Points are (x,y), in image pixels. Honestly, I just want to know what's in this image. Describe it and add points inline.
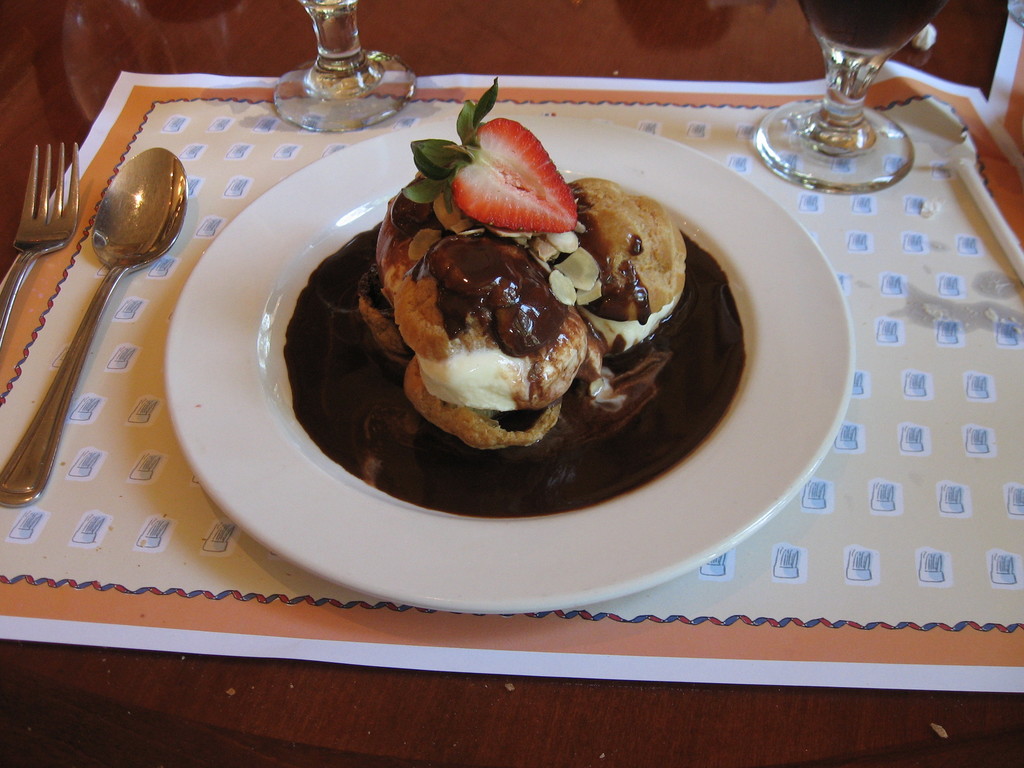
As we can see in the image there is a table (457,39). On table (580,6) there are glasses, spoons (158,170) and plate (365,198). On plate (426,570) there is a dish (515,387).
